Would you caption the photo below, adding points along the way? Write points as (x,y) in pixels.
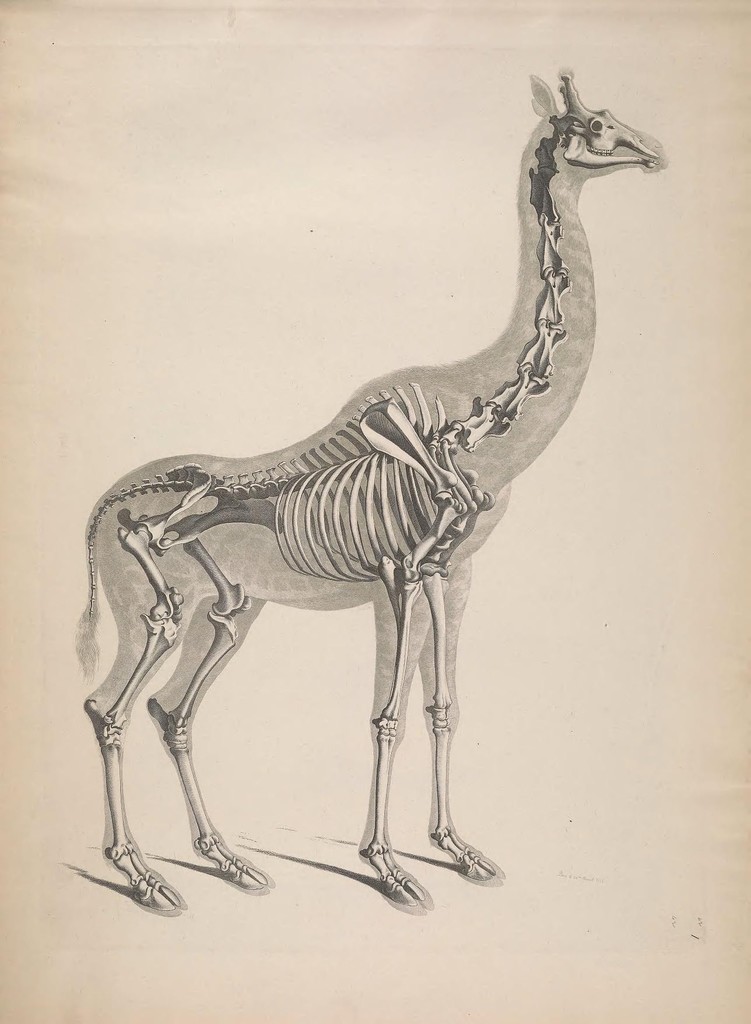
In this image I can see a depiction picture where I can see skeleton (132,496) of an animal (409,641).
